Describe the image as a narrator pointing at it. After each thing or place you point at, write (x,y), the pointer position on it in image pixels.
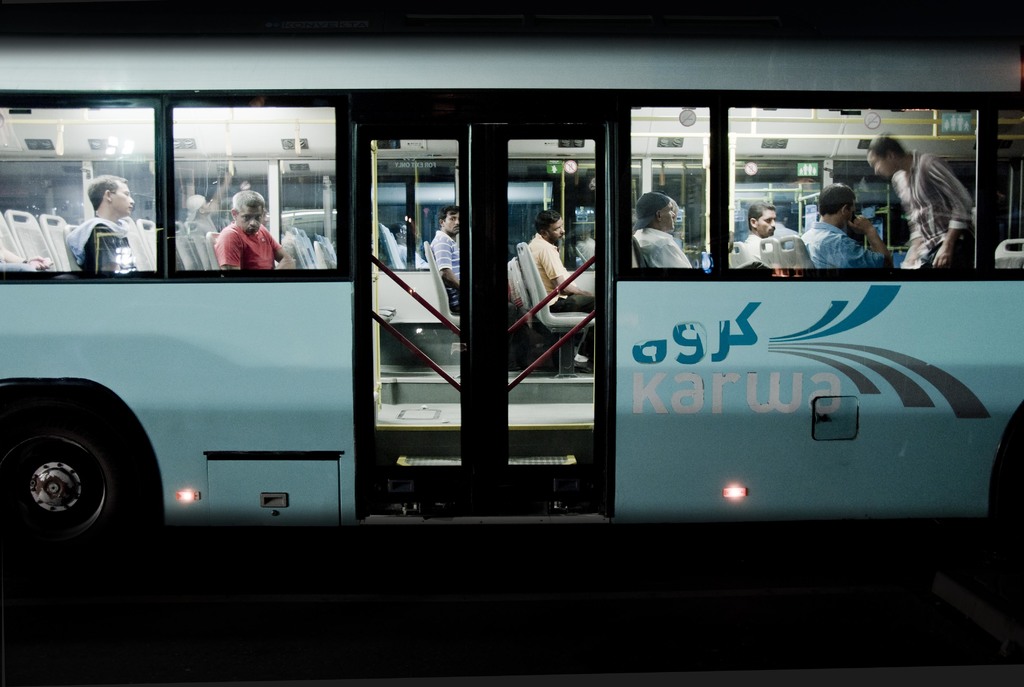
In this image there is a bus (867,208) on a road (95,570), in that bus (270,228) people (938,214) are sitting.
